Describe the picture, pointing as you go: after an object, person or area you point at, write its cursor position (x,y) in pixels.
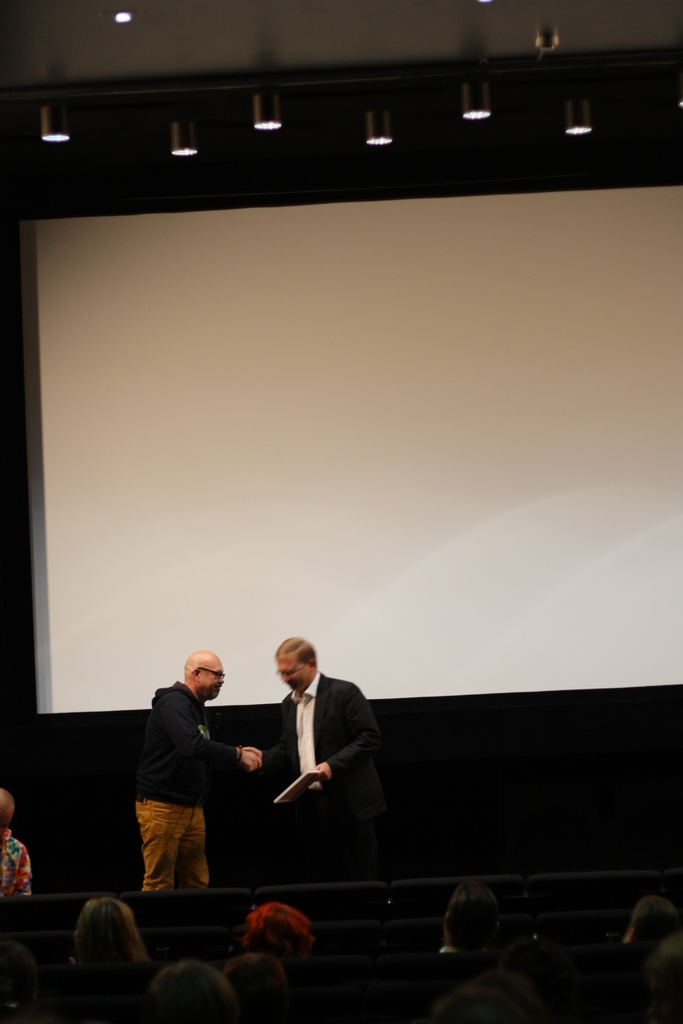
In this picture we can see a group of people (25,989), one person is holding an object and in the background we can see a projector screen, lights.
